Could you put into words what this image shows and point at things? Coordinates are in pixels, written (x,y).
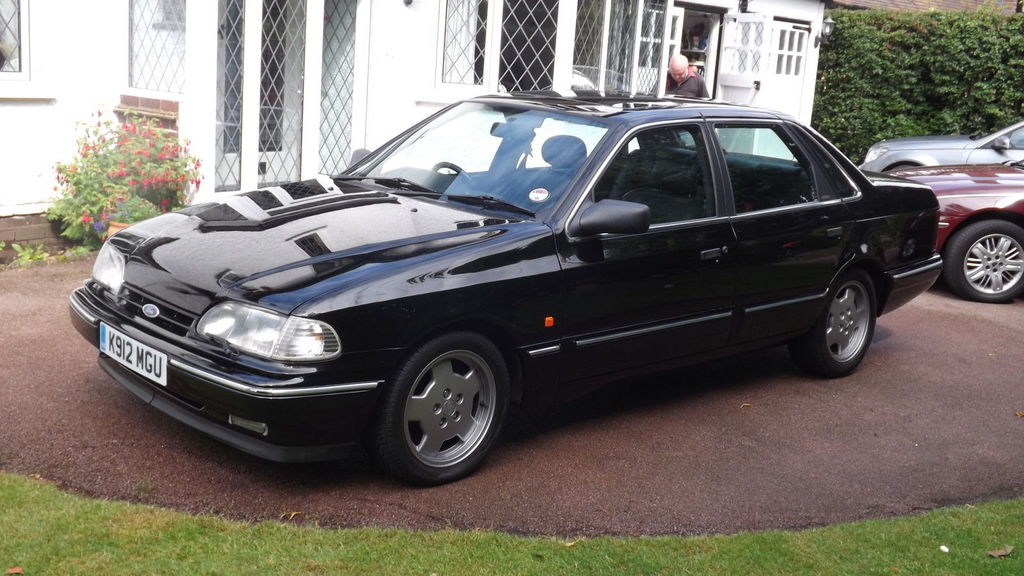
In the image there is a car (468,405). Behind the car (468,405) on the right side (964,207) there are cars (973,209). At the bottom of the image (201,563) on the ground (249,485) there is grass (86,572). In the background (228,76) there is a house (221,60) with walls (413,68), glass windows (505,64) and glass doors (237,164). And there is a man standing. And also there is a potted plant (132,155) with flowers (146,155). On the right side of the image (914,84) there are tree (925,92).
